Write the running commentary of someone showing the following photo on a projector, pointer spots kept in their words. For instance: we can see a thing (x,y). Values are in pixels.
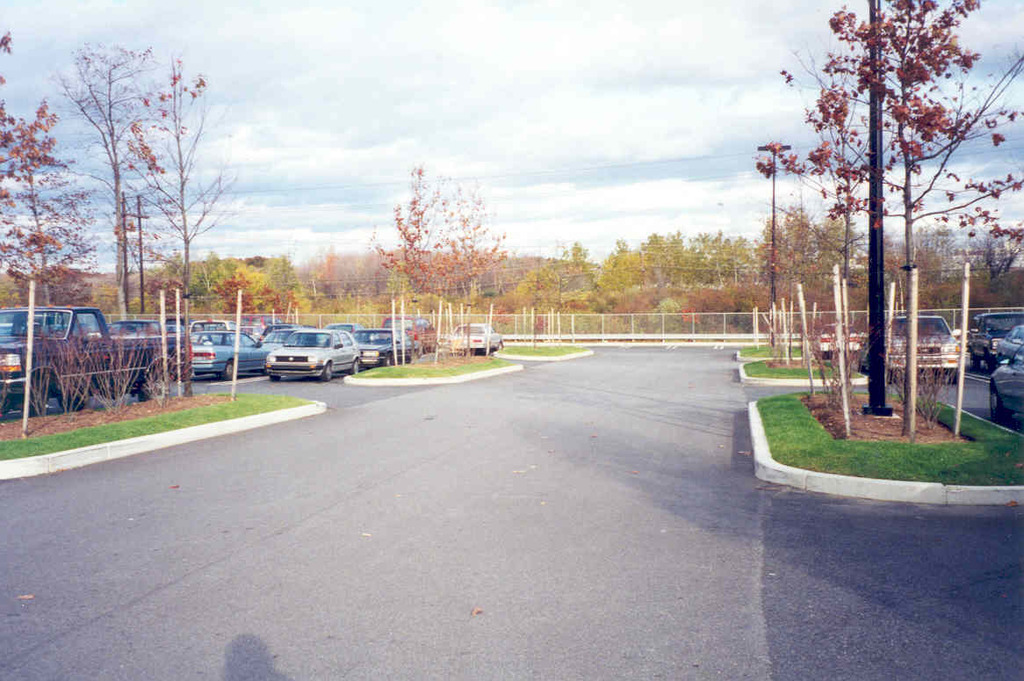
In this image, we can see vehicles (1019,387) on the road (638,356) and in the background (214,280), there are trees (792,277), poles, a fence (728,324) and we can see wires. At the top (439,83), there are clouds (350,81) in the sky (332,110).
